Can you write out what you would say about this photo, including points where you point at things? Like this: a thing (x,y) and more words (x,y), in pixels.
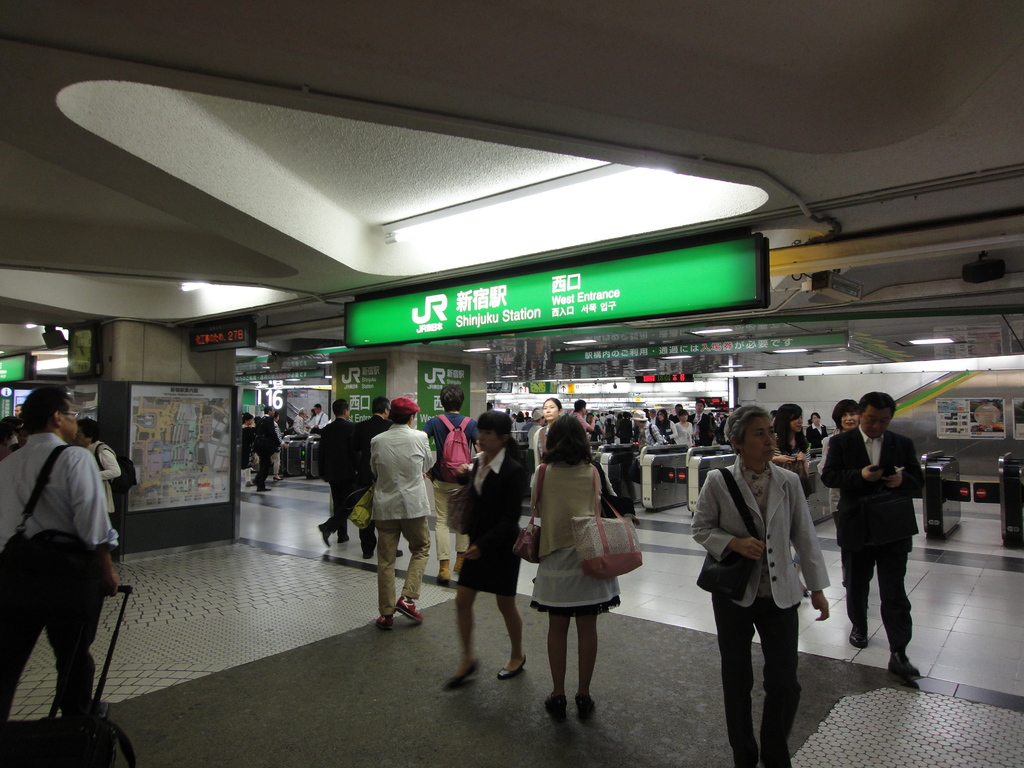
In the image there are many people (438,501) standing and walking on the floor (934,700), this seems to be clicked in a train station (522,428), in the back (723,447) there are ticket gates (714,461) and above there are lights (429,227) over the ceiling (537,171).
